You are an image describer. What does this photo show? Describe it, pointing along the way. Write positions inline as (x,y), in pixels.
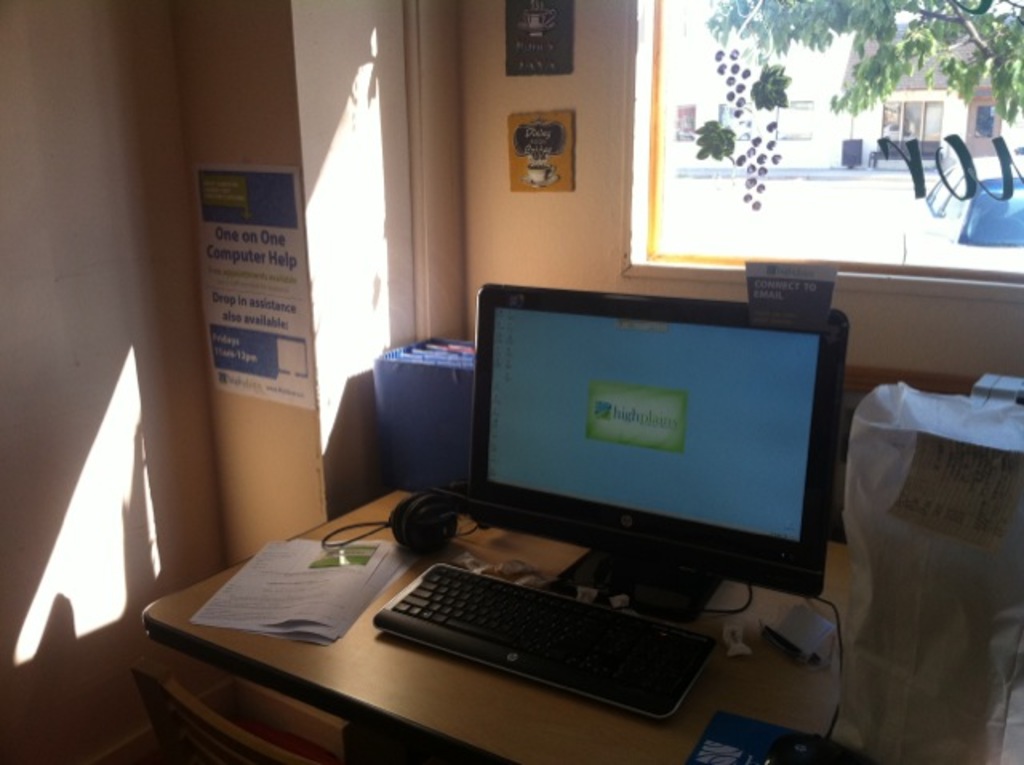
It is a room (331,496) there is sunlight (376,259) falling on the wall (353,264) there is a table (589,706) on which there is a computer (652,558) beside it there are some papers (347,592) in the background (784,151) there is a window (830,243), tree (930,68) and a building (994,145) and a car (1023,158).
